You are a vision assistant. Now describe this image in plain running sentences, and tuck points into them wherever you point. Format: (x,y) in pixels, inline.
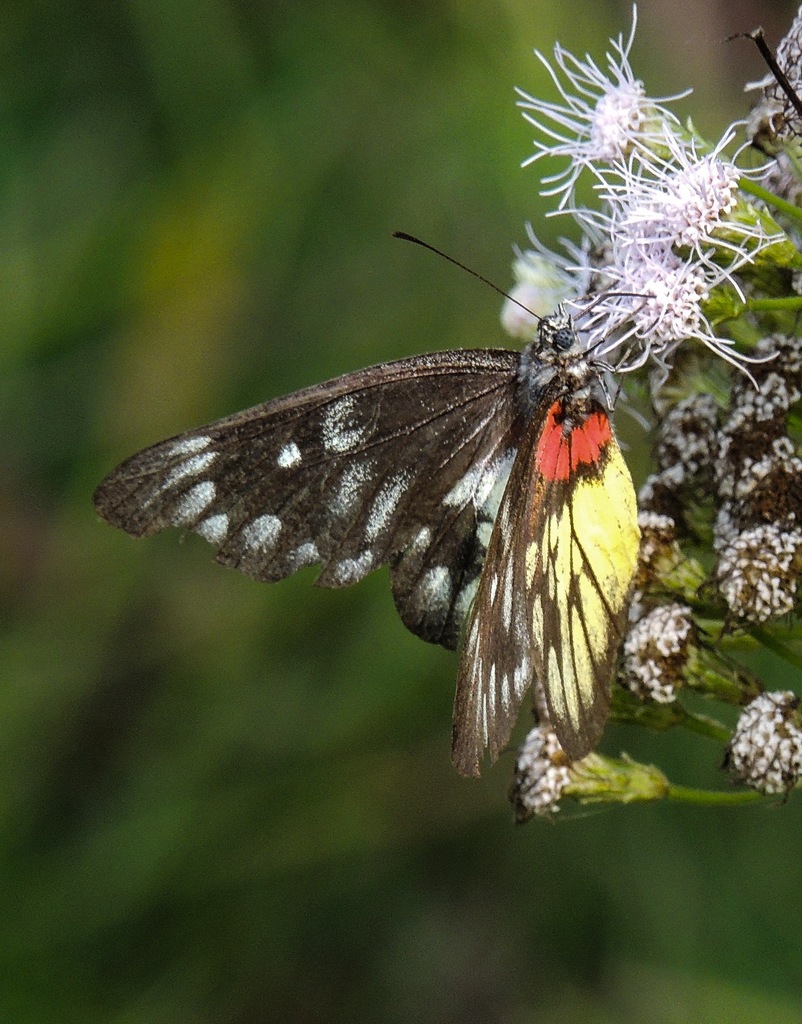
In this picture there is a butterfly (418,418) on the flower (552,761) and there are white color flowers (777,463) on the plant (741,482). At the back (153,142) image is blurry.
